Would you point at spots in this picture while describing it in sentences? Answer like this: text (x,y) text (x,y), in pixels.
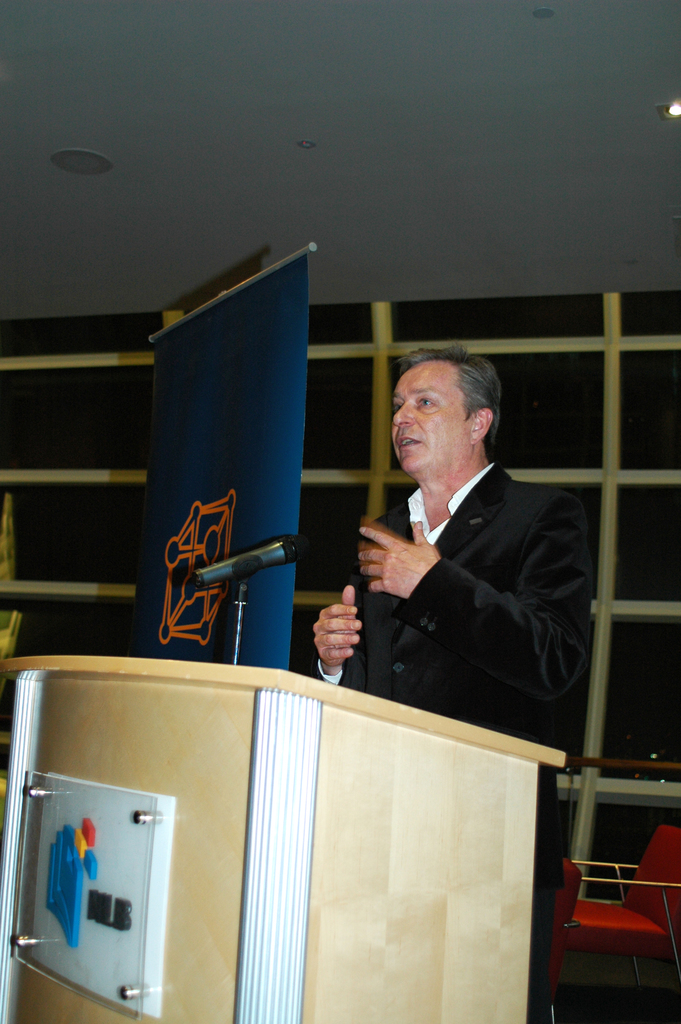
In this picture I can see a man (454,555) standing near the podium (272,818), there is a mike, banner (235,514), there are chairs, and in the background (639,480) there is a wall (639,480).
